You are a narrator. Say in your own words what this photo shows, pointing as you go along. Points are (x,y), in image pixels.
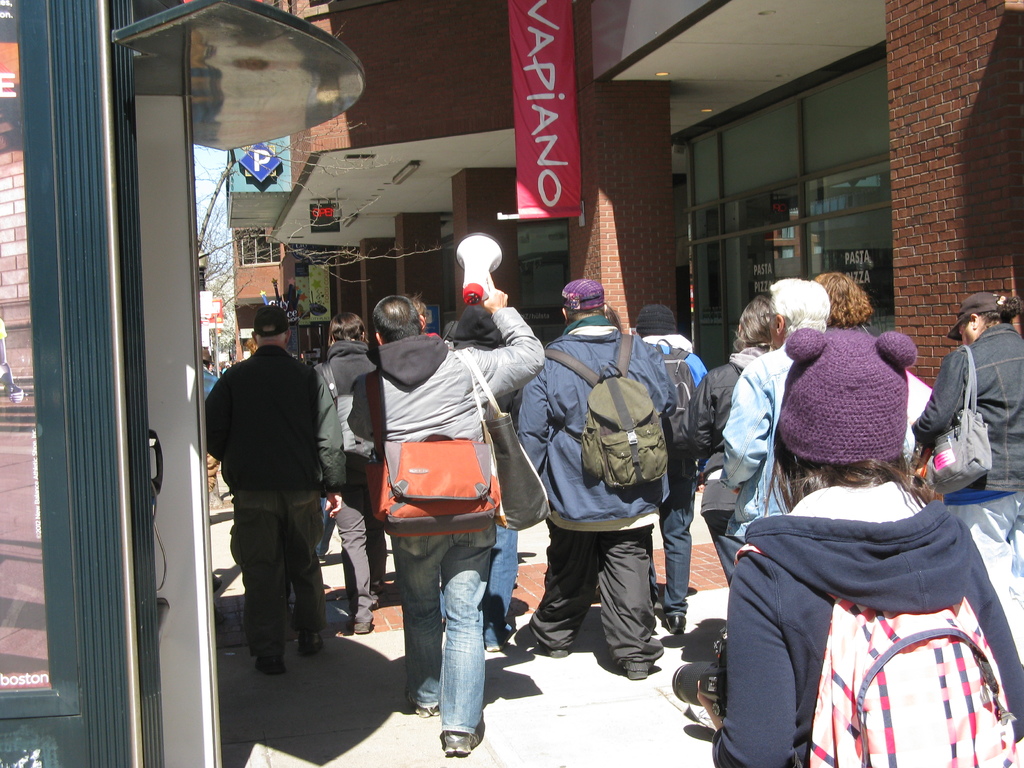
In this picture i could see many persons (596,508) holding backpacks (598,454) and bags (464,444) in their hand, having jackets (782,549) and caps (861,393) on them there is a banner (538,27) in the middle of the picture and some glass doors (784,245).
